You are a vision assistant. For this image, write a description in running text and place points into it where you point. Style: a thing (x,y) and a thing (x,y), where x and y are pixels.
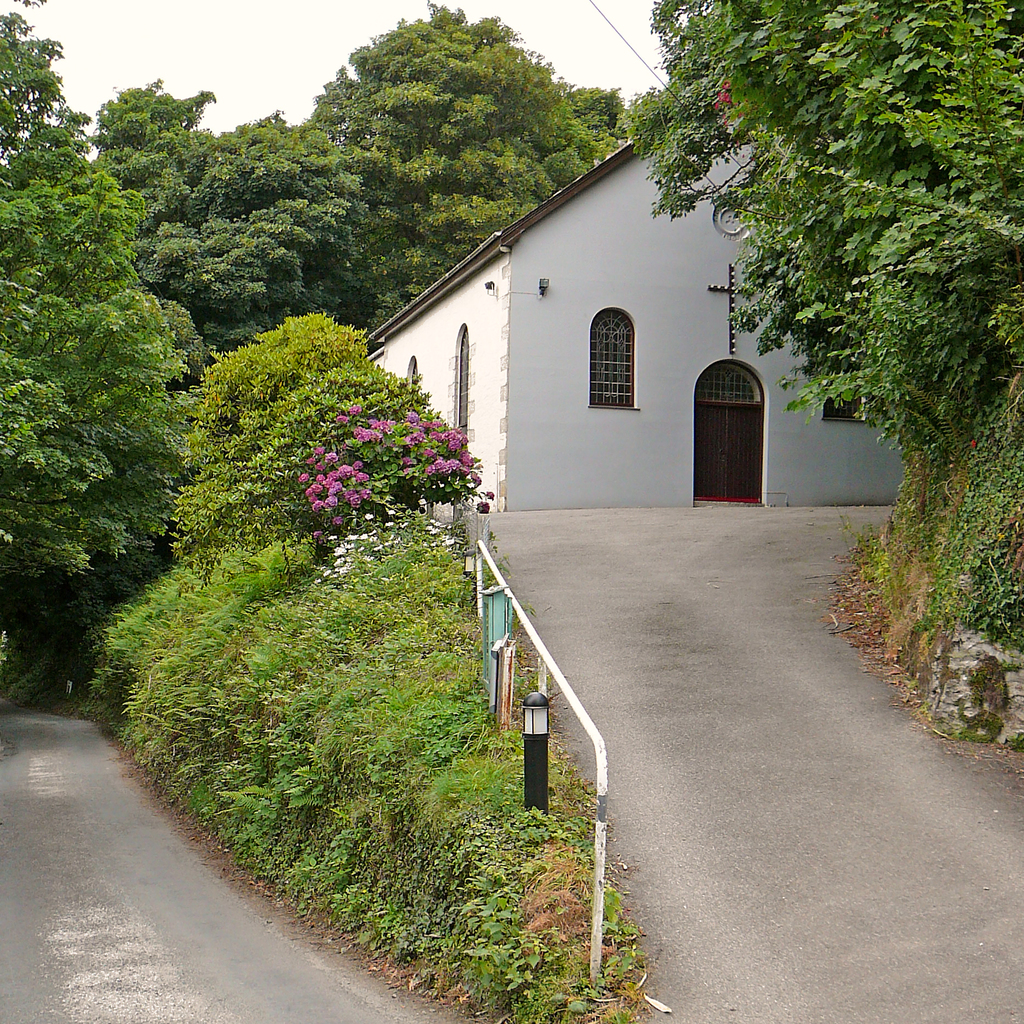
In the foreground of this image (337,957), there is a road curve (674,806), few plants (518,853), railing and the trees (958,284). In the background (570,446), there is a shelter (500,320), trees (257,195) and the sky (324,24).
